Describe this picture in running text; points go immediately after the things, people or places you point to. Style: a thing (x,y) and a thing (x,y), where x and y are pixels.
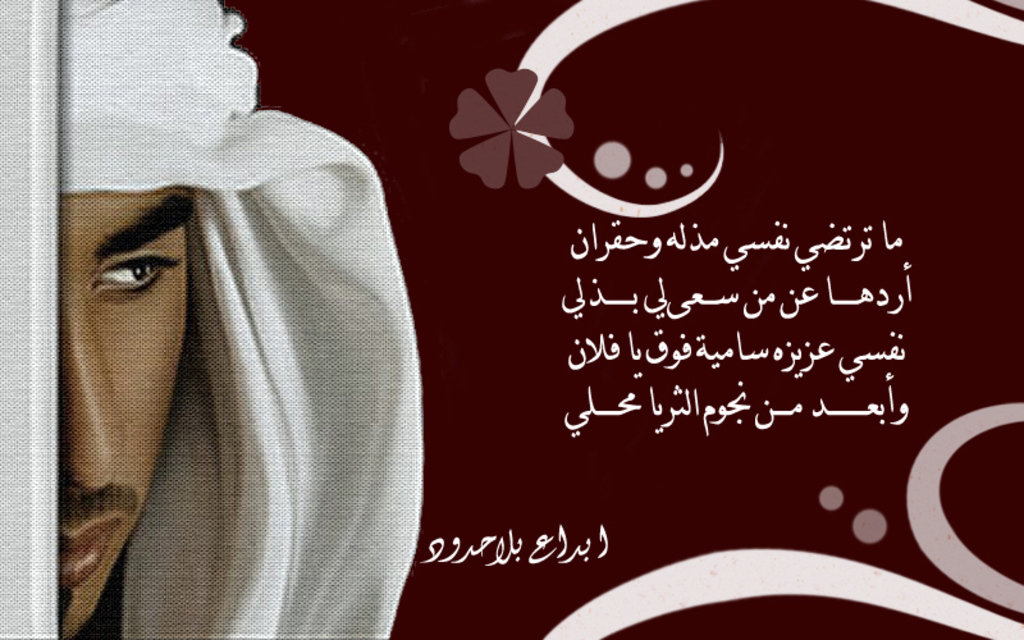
In this image I can see depiction (104,315) of a man (301,323). Here I can see something is written and I can also see brown colour in background (525,605).
